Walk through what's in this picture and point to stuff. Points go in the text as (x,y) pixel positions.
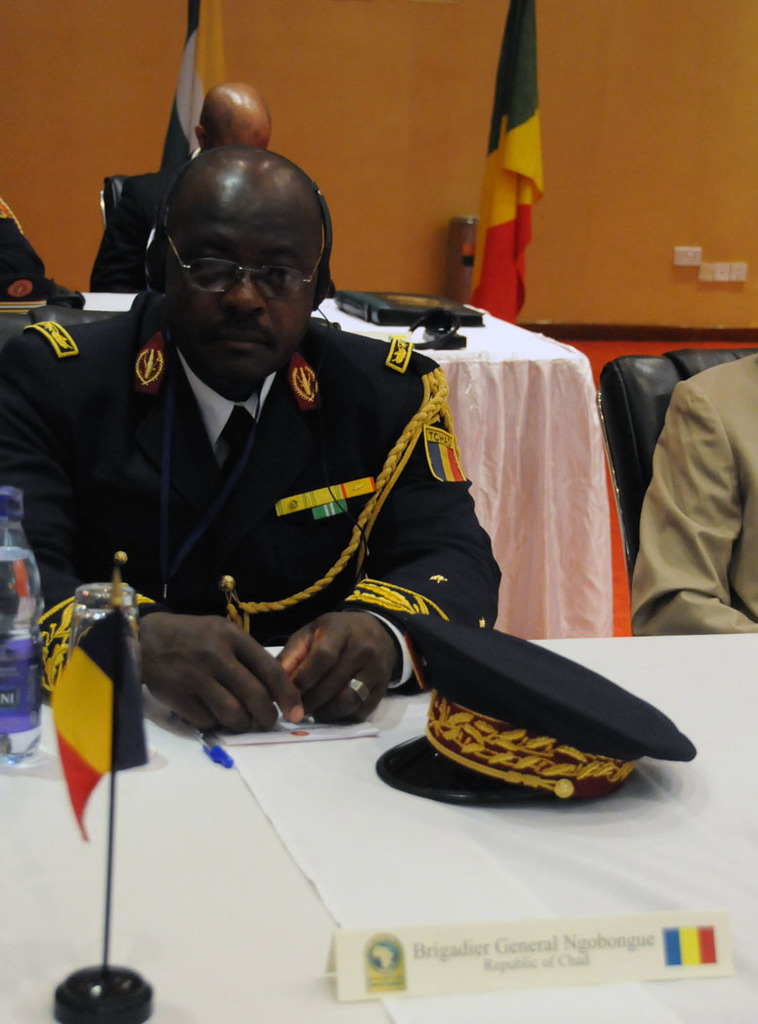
In this image I can see a person (296,436) sitting, wearing a uniform (375,601). There is a black cap (583,729), paper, pen (232,765) and a bottle (31,688) on a table (678,729). There are other people (753,470) and flags (187,66) at the back (201,110).
